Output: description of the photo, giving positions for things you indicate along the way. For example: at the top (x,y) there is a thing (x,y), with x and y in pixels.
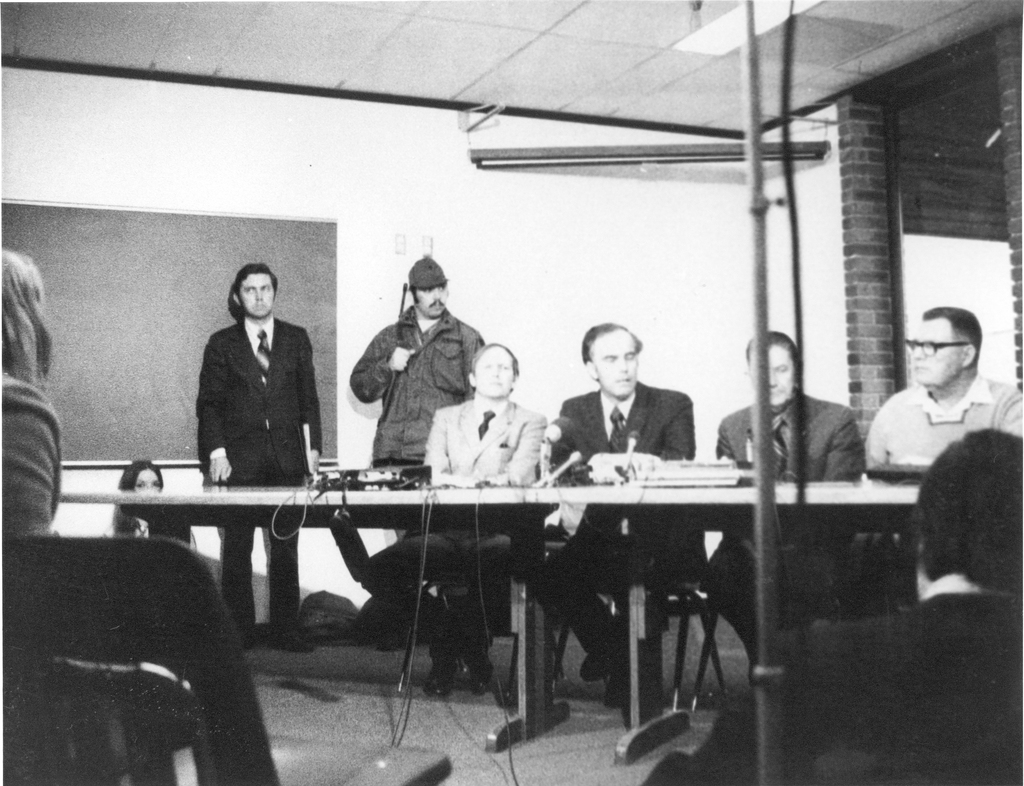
As we can see in the image there is a black color board (140,214), wall (388,273), table (494,523) and there are few people (660,441) sitting on chairs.
